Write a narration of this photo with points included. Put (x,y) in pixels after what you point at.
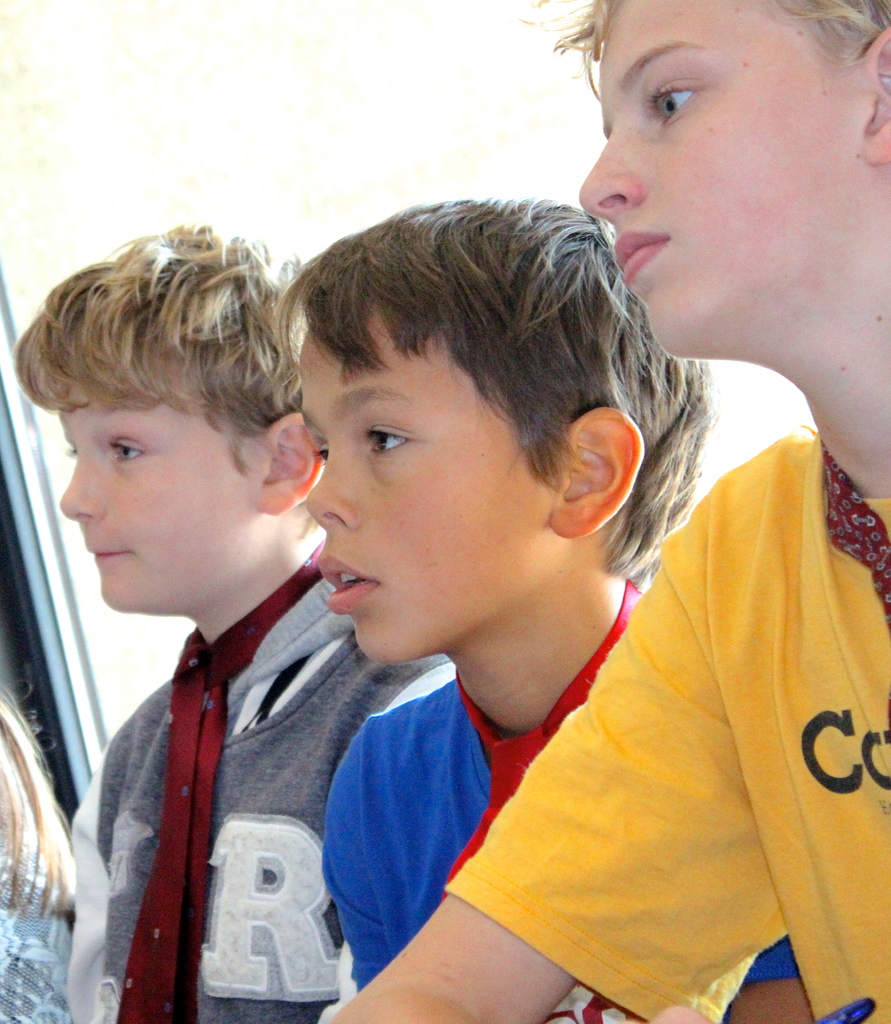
In this image I can see few people (342,681) with different color dresses (433,805). I can see there is a white background (239,157).
